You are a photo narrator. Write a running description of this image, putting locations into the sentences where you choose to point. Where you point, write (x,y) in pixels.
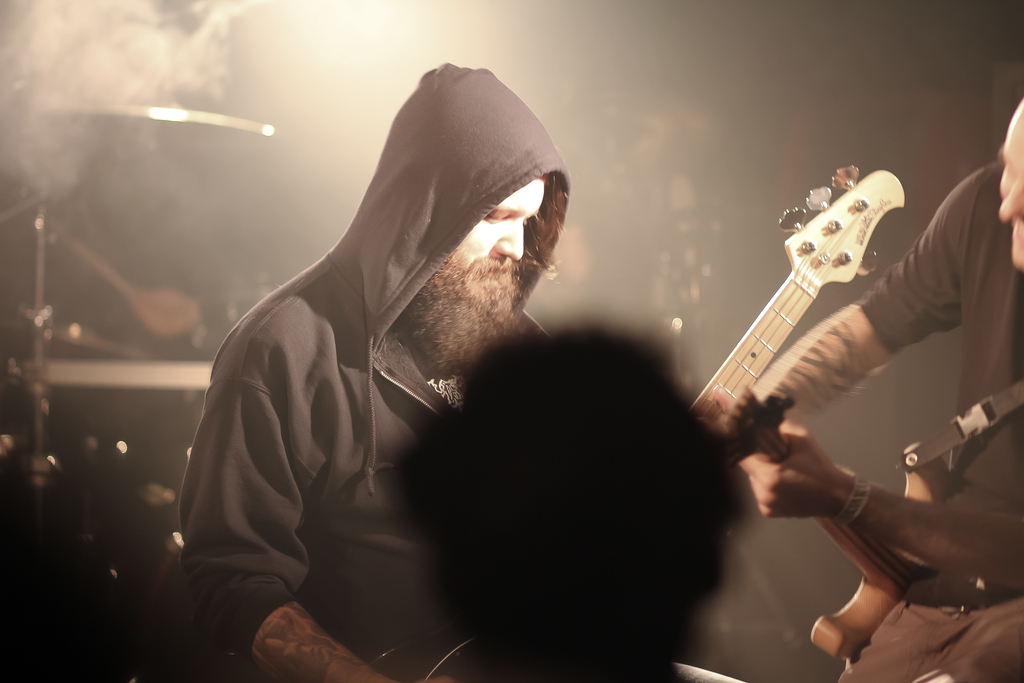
This is a picture of a group of man (1007,254). The mans (865,334) are performing the music instruments (788,283). The man (392,287) in a black hoodie (362,335) with a beard (473,309) holding a guitar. Background of this people (912,292) is a smoke (413,79) and a music instruments (106,383).
